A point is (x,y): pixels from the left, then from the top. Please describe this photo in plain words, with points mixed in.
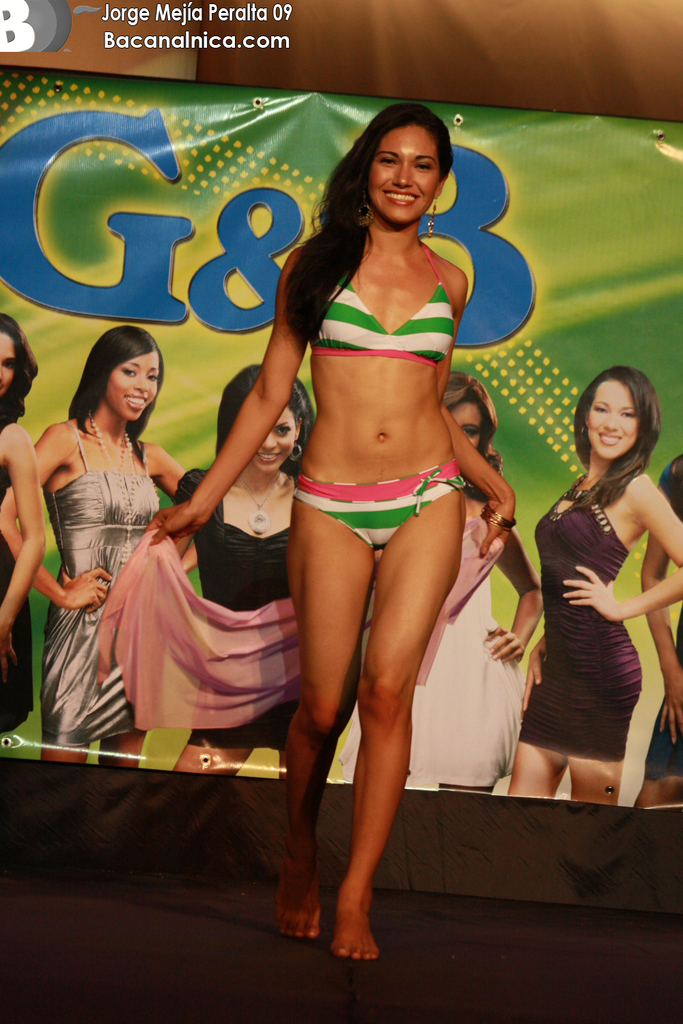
In the center of the image (274,402) there is a lady (476,459) walking. In the background of the image (652,527) there is a banner (468,302). At the bottom of the image (416,975) there is black color surface (264,993).
